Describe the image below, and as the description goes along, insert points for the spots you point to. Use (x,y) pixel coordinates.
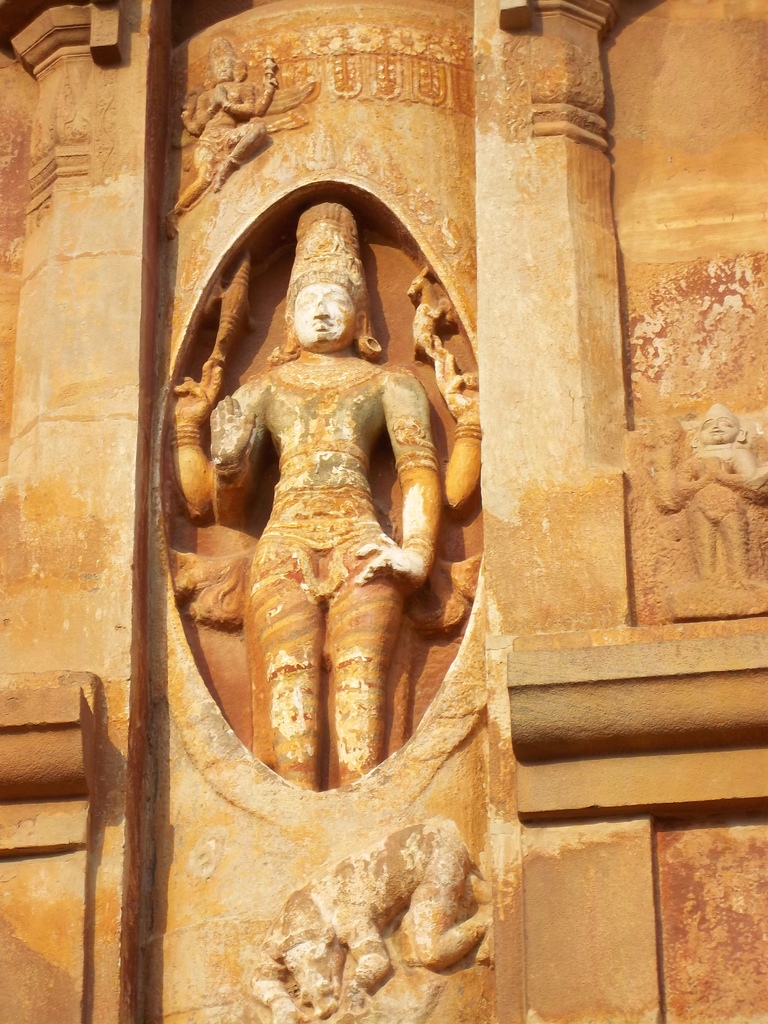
In this picture we can see sculptures (316,889) on the wall (652,379).
